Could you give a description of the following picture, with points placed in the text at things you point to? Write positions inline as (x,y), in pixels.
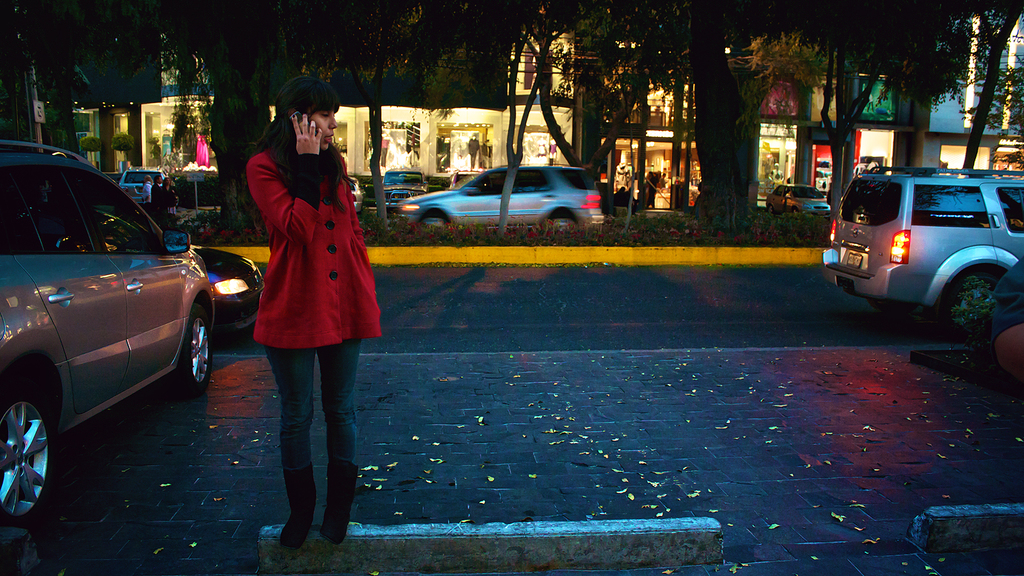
In this image on the left (324,202) there is a woman (318,250), she wears a jacket (324,273), trouser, she is holding a phone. On the right (871,233) there are cars (867,239), trees (703,121), buildings (850,162). On the left (238,132) there are cars (82,273), trees (225,159), buildings (479,140), lights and road (433,326).
